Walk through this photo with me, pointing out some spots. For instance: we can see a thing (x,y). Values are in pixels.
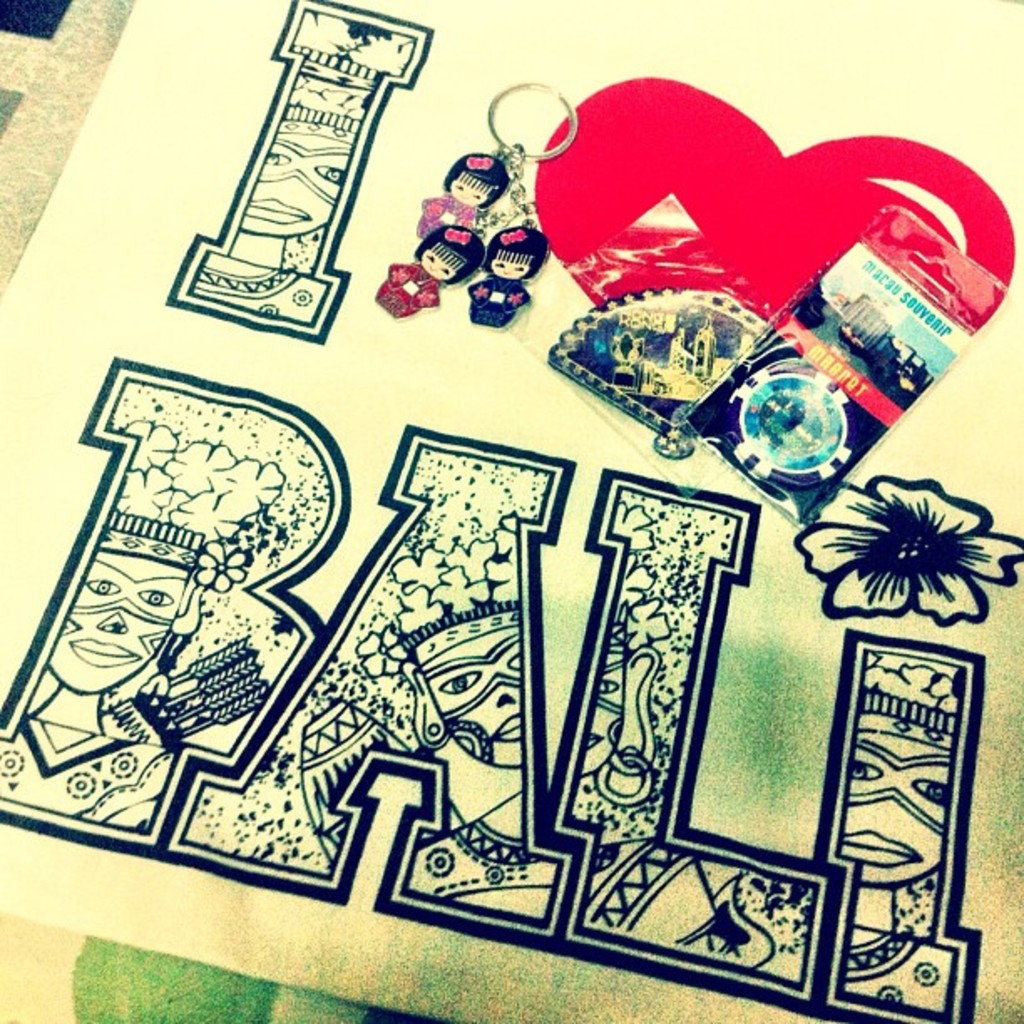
In this image we can see a key chain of dolls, here is the heart symbol (858,217), it is in red color, here are some objects (852,322) present.
